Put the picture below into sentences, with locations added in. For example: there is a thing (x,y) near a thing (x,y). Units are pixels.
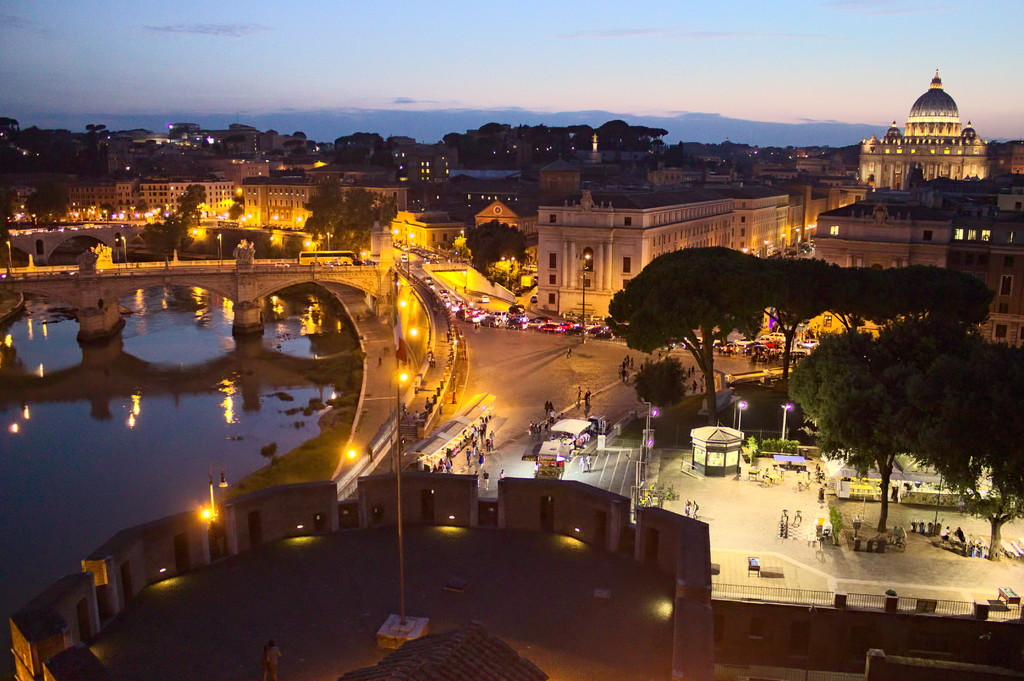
The image is captured from the top view, there are many buildings (560,221) and houses (376,180). On the left side (109,256) there is a bridge (46,276) and there are plenty of vehicles (427,286) on the road (503,367) and on the right side (734,289) there are many trees (839,348). In the background (741,147) there are mountains (724,147).
